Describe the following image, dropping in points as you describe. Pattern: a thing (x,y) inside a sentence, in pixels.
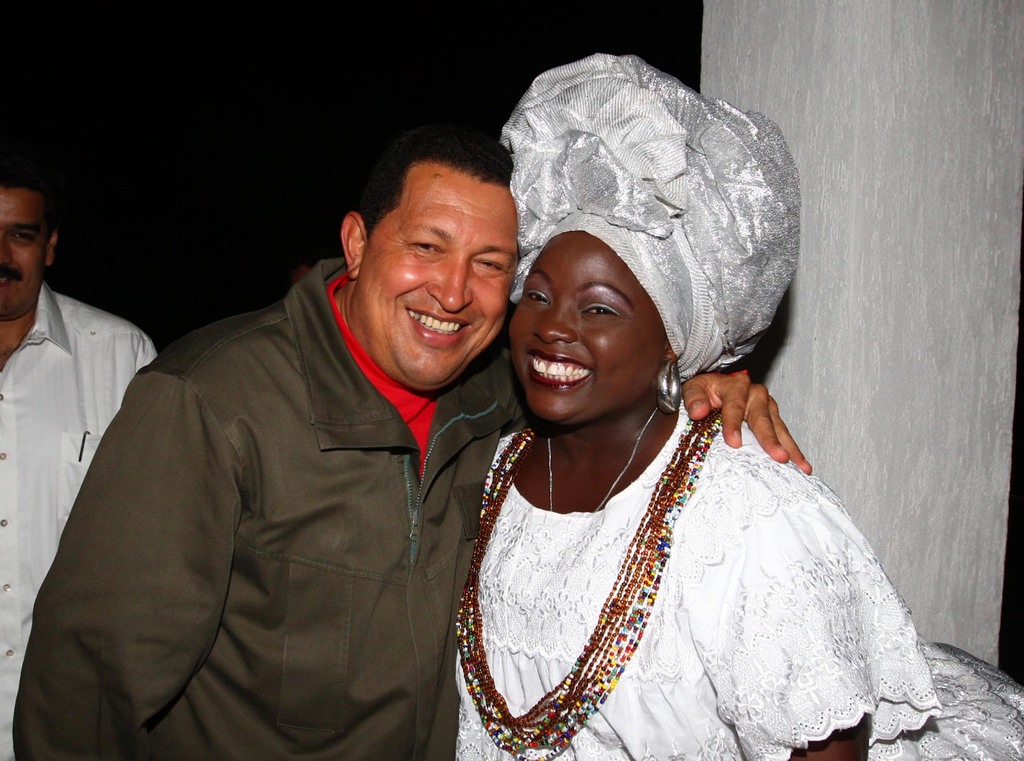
In front of the image there are two people (516,469) having a smile on their faces (552,370). Behind them there is another person (25,490). On the right side of the image (870,493) there is a pillar (957,604).
